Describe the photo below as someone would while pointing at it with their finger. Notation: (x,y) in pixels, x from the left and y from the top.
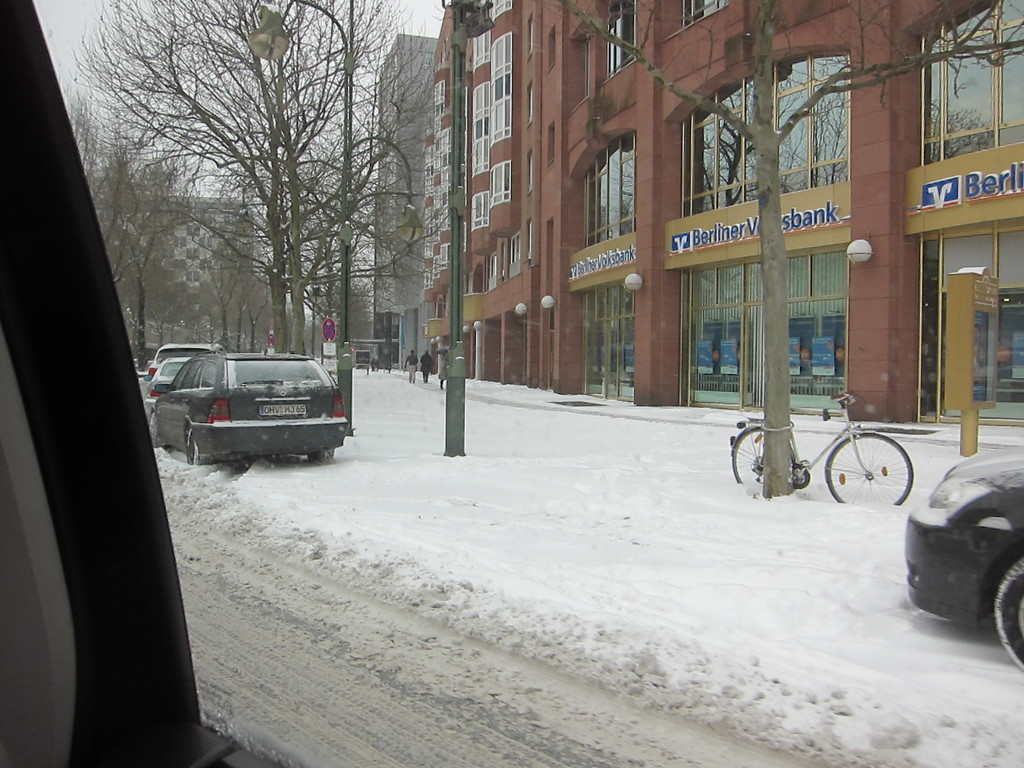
In this image, there are a few buildings (929,297), vehicles (290,426), people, trees (290,118), poles (451,195). We can see the ground (568,578) with snow (797,491). We can also see a bicycle (830,479). We can see some text (943,184) on one of the buildings (975,169). We can see the sky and the glass (715,346) with the reflection (616,291).
